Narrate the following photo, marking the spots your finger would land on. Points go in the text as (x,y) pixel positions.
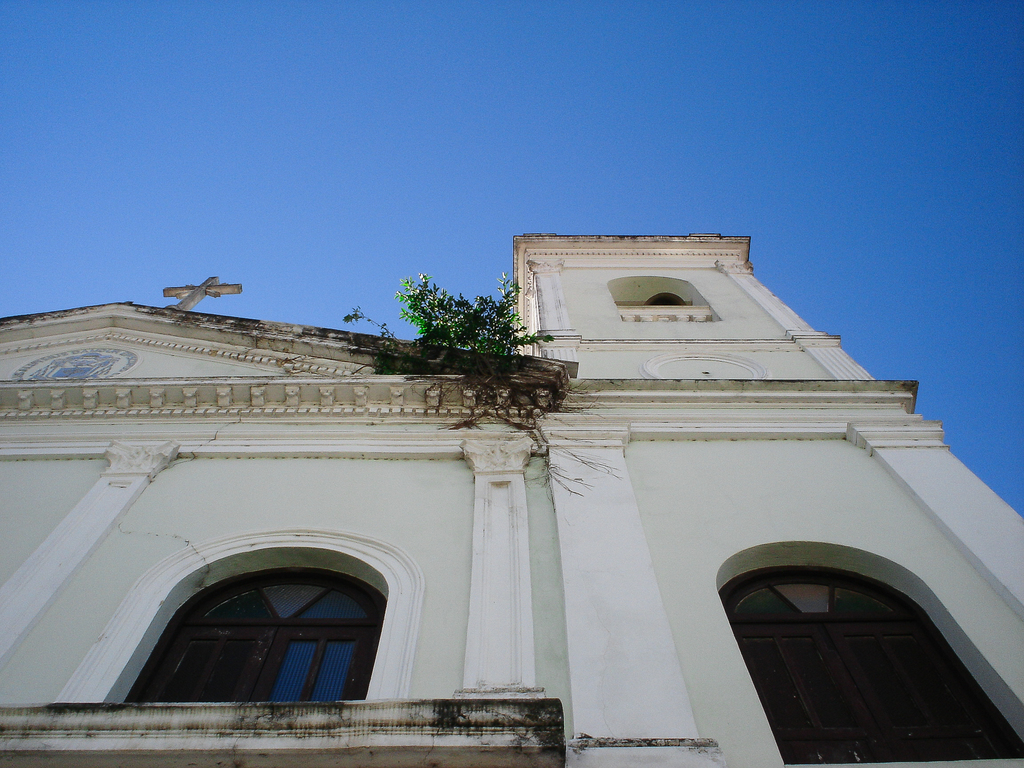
In the center of the image (487,333) we can see building (511,473) and tree (501,332). In the background (500,181) there is sky (500,181).
